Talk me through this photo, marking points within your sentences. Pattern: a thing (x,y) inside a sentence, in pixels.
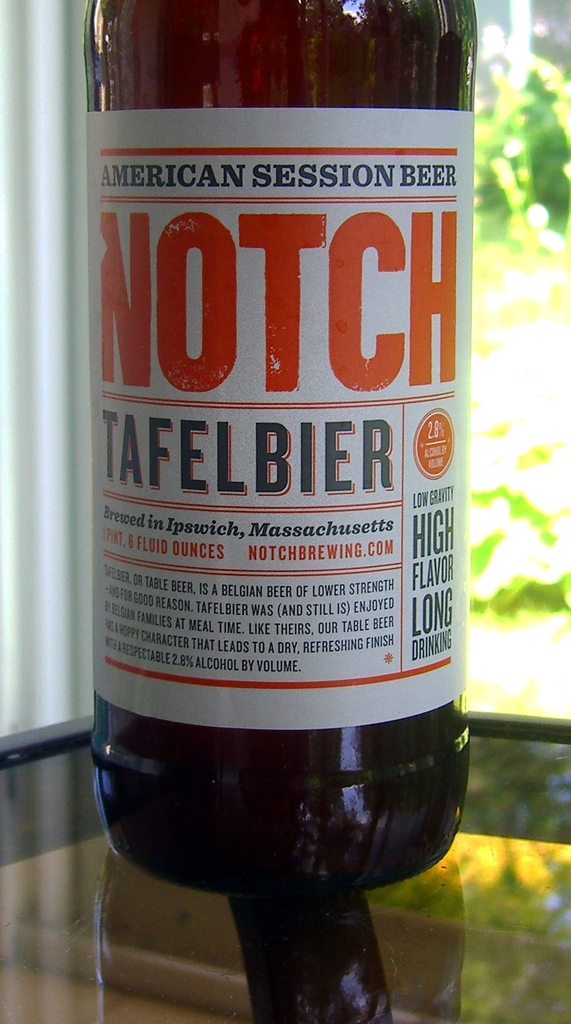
In this image I can see a table (284,974), on that there is a black color bottle (293,270). In the background (504,208) I can see plants (526,200) in green color.
